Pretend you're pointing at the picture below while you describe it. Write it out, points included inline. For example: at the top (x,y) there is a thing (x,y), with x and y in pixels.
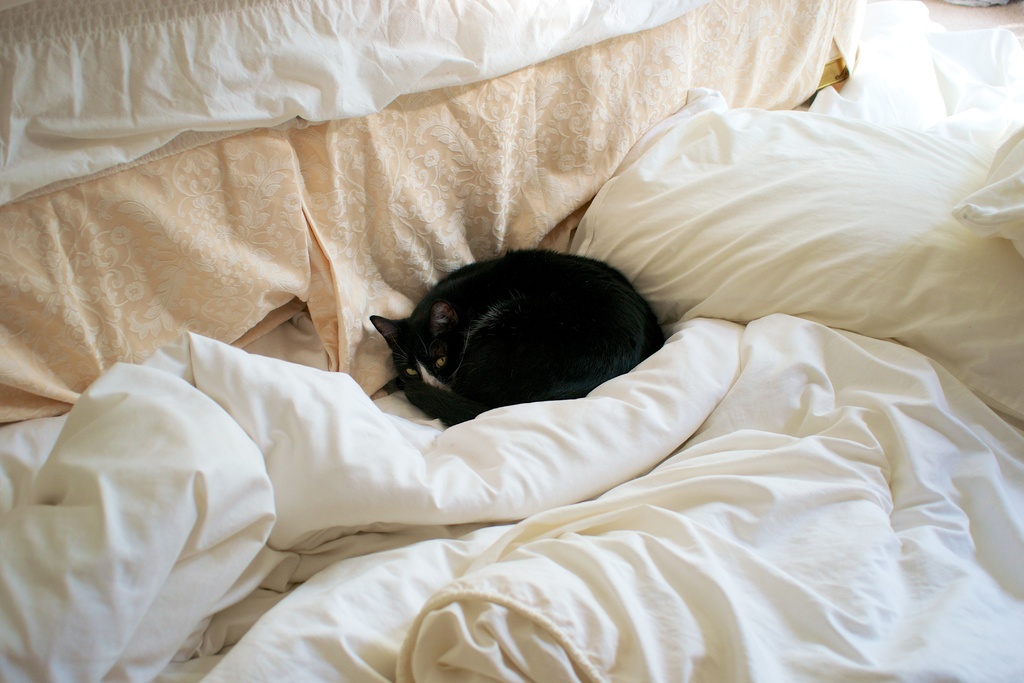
This image includes bed (524,71), pillow (742,250), blankets (670,551). In the middle (495,364) there is a cat (496,363). In the background (527,115) there are many clothes (384,128).
